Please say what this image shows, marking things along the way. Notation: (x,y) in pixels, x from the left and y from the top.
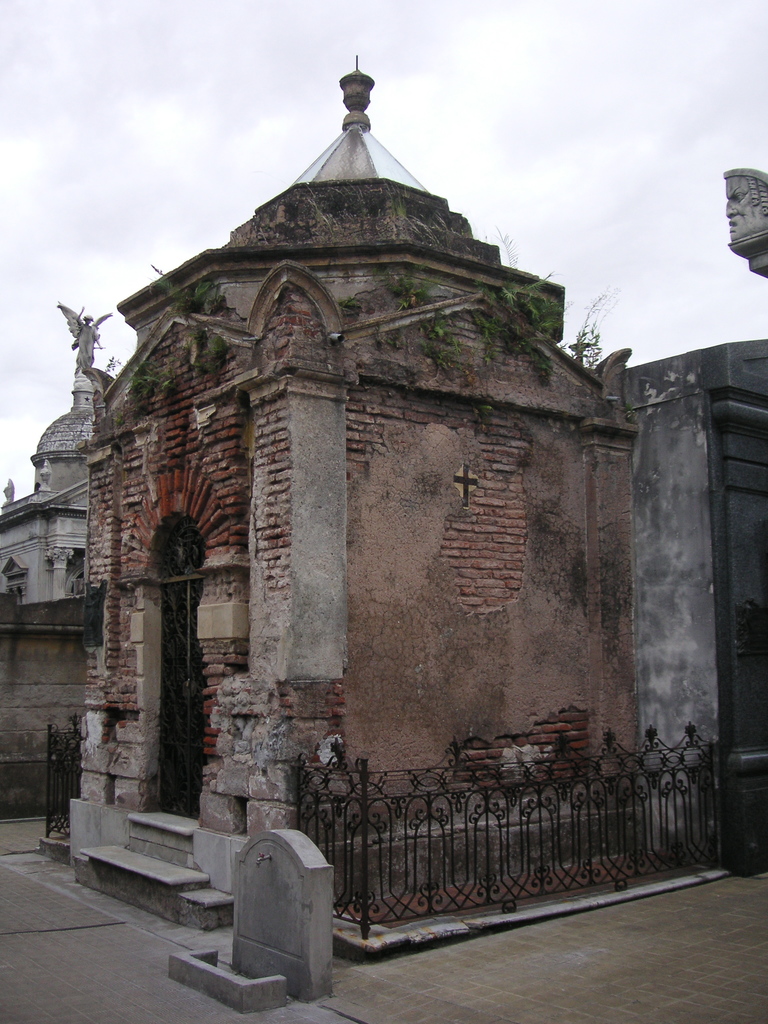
In the image there are some architectures (341,457) and in the foreground (63,921) there is a floor (529,931).
